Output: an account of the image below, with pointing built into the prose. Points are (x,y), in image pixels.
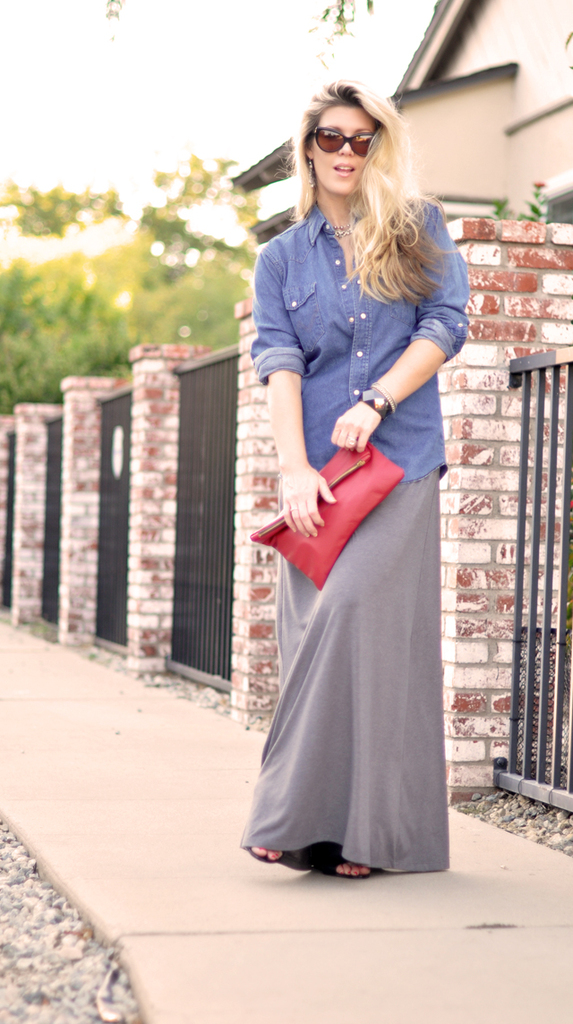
In this picture we can see a woman (381,833) standing and she is holding a red purse (375,480). She wore goggles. In the background (63,336) we can see tree (137,264). On the right side of the picture (481,648) we can see wall (531,385) with bricks (25,447) and grills (551,464).
